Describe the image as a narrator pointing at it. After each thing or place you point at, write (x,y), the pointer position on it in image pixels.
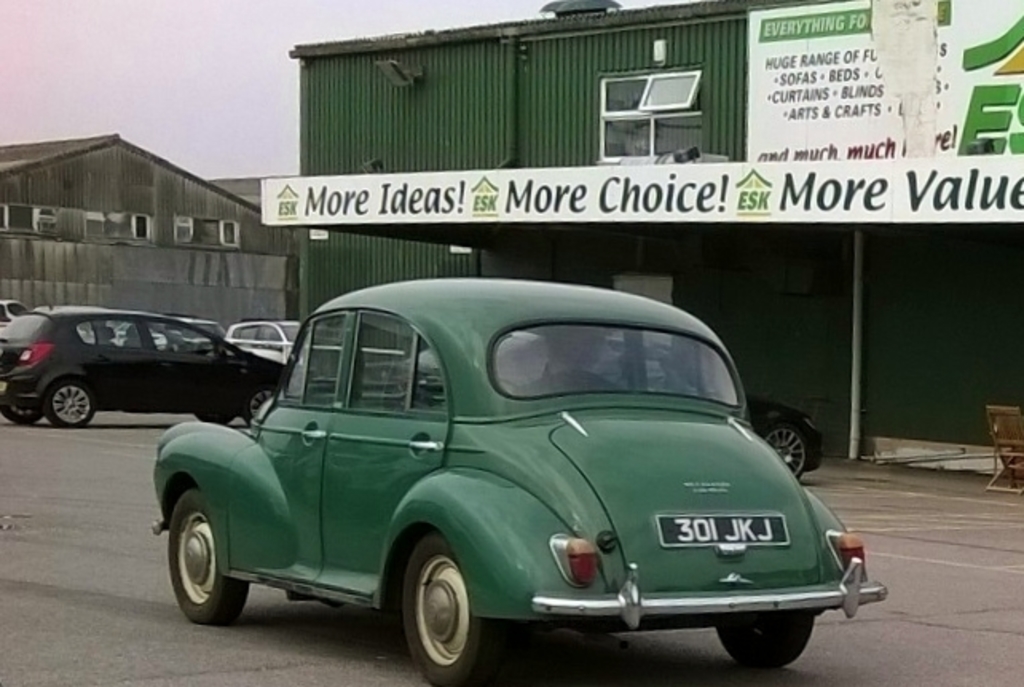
In this picture we can see some vehicles (362,465) on the road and on the right side of the vehicles (262,360) there are buildings (562,137) and on the building (548,139) there are boards (641,185). Behind the building (577,137) there is the sky (156,83).
